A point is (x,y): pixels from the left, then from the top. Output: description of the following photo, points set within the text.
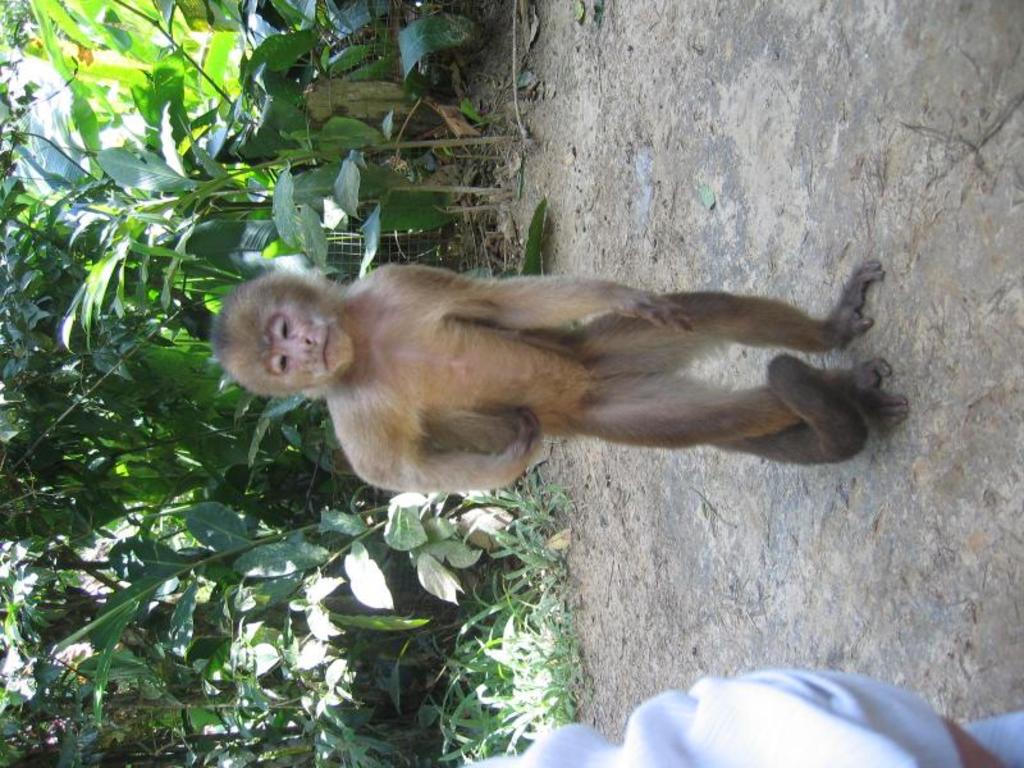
In this image we can see a monkey (363,354), there are plants (196,307), and grass (491,499).
